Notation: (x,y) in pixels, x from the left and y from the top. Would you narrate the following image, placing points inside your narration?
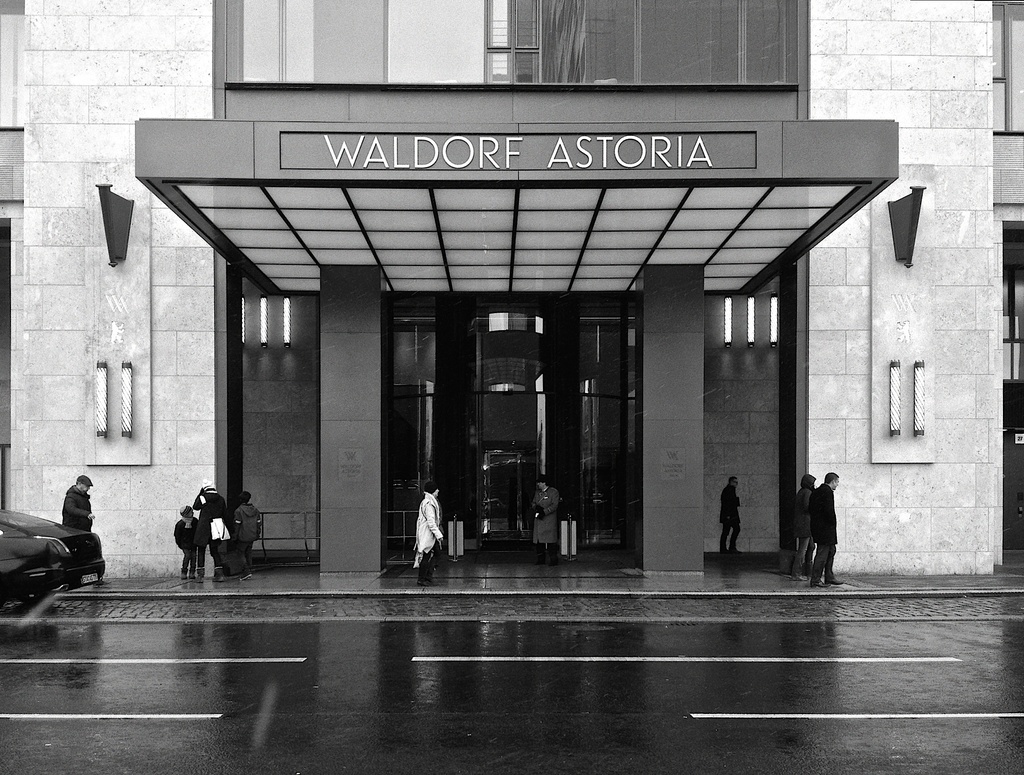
It is a black and white picture. In this image, we can see people (728,489), vehicles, pillars (687,485), walls (840,468), lights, building (232,201), glass objects (294,0), name board (436,166) and few things (916,201). At the bottom (510,730), there is a road (510,730).
